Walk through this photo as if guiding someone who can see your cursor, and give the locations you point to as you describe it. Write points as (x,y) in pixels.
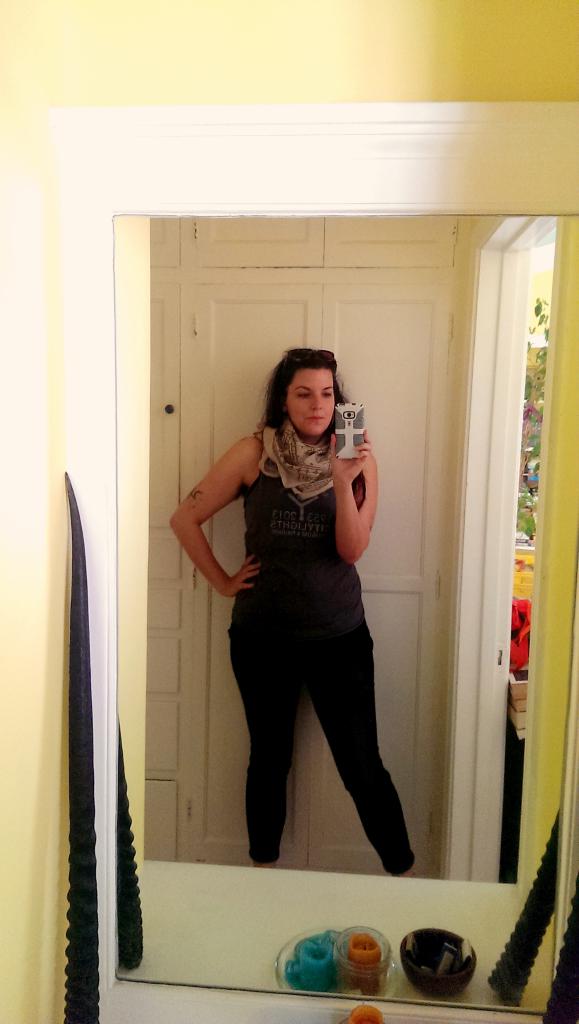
In front of the picture, we see a mirror (313,910) in which woman (323,521) in the grey top (302,636) is holding a mobile phone (343,437) in her hands (350,465) and she is clicking photos on the mobile phone (344,405). Behind her, we see a white cupboard (360,375). In front of her, we see a table (479,941) on which bowl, stick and candles (365,943) are placed. At the top of the picture (237,77), we see a yellow color wall (302,50). This picture is clicked inside the room (460,736).
